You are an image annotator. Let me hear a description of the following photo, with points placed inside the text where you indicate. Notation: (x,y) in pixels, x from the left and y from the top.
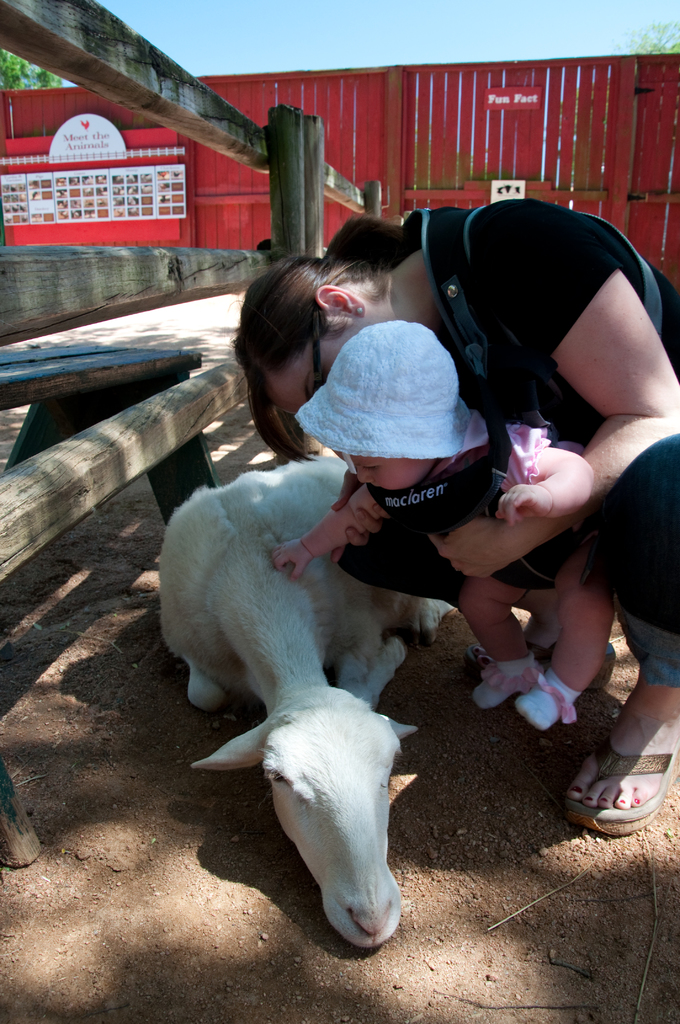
Here in this picture we can see an woman (533,379) holding a baby (467,604) in her hand (453,542) and we can see the baby (405,511) is wearing a hat (445,447) on her and she is touching the sheep (296,511) which is present in front of her on the ground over there and behind them we can see a wall (385,72) present and we can see trees (17,84) in the far end and beside them we can see a wooden railing (260,159) present over there.
